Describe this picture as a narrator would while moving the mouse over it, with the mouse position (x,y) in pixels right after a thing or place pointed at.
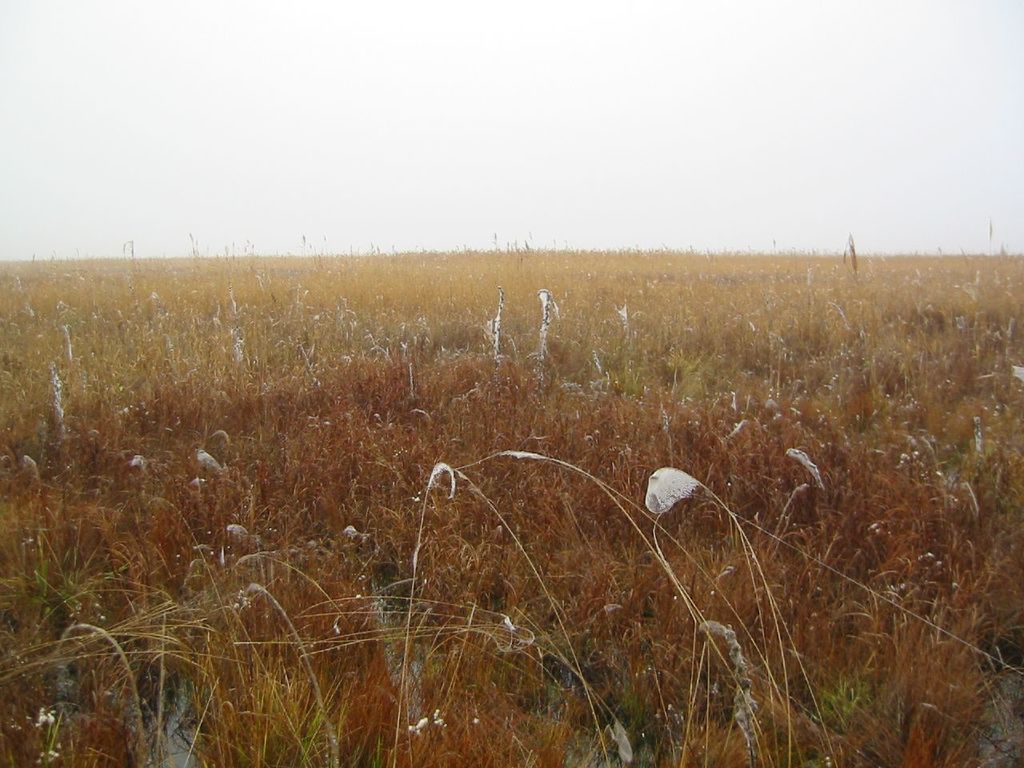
In this image I can see the plants (324,372) which are in yellow, green and an orange color. In the background (444,190) I can see the sky (453,98).
